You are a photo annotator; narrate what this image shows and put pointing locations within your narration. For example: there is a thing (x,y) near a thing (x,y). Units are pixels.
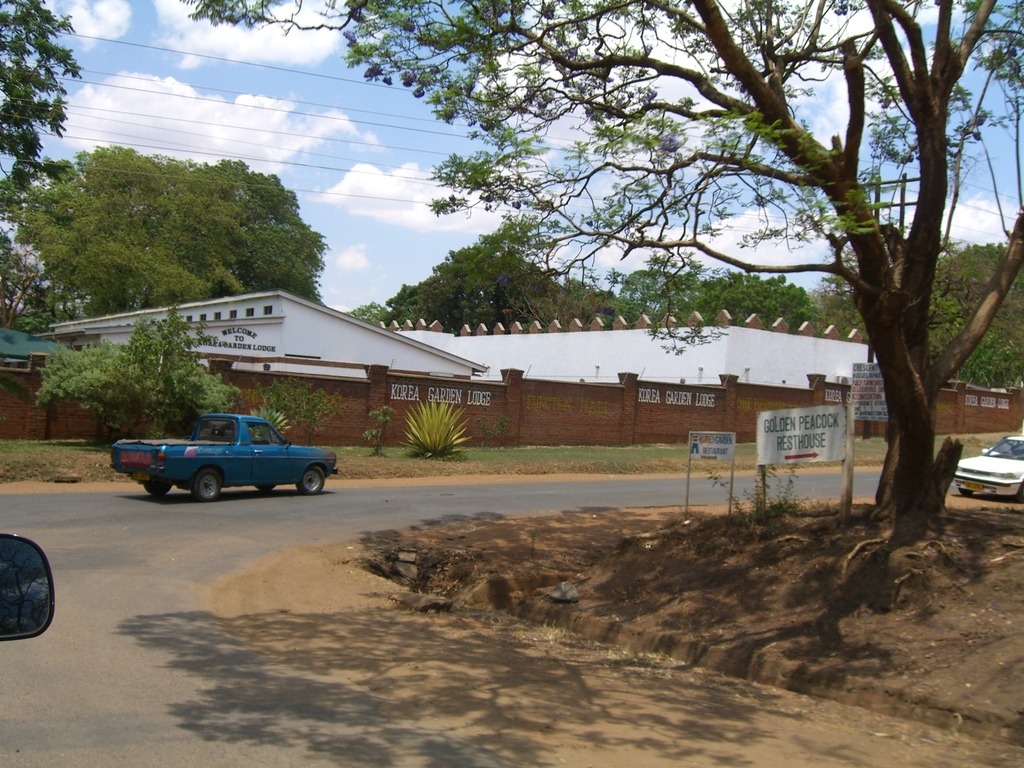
In the picture I can see vehicles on the road (644,501). In the background (438,357) I can see buildings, trees (903,394), wires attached to poles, boards (808,457) which has something written on them, the sky (288,123) and plants (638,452). I can also see a fence wall (745,421).
